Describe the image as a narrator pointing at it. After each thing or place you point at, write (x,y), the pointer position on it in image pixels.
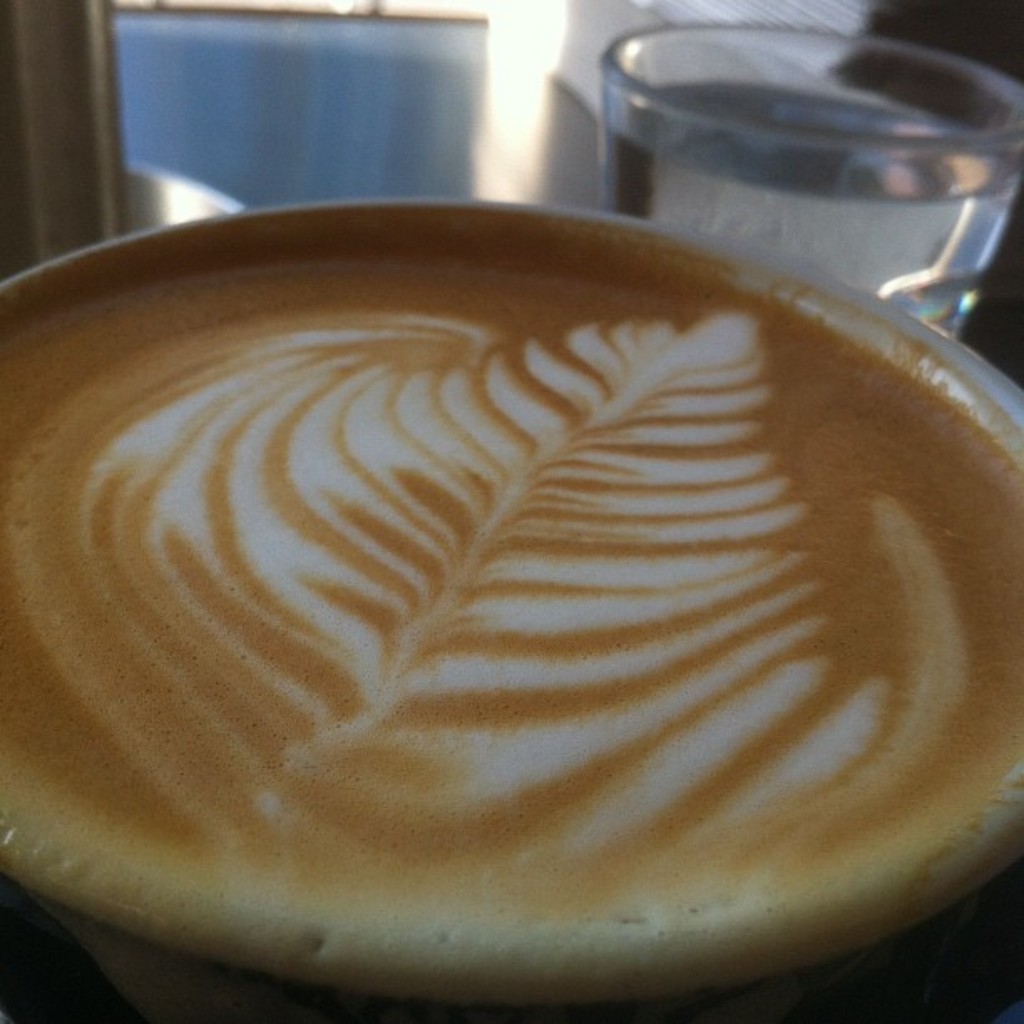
This is a cup (752,933) of coffee (505,652) with latte art (512,632) on it. I can see a glass (883,159) of water (883,159).
